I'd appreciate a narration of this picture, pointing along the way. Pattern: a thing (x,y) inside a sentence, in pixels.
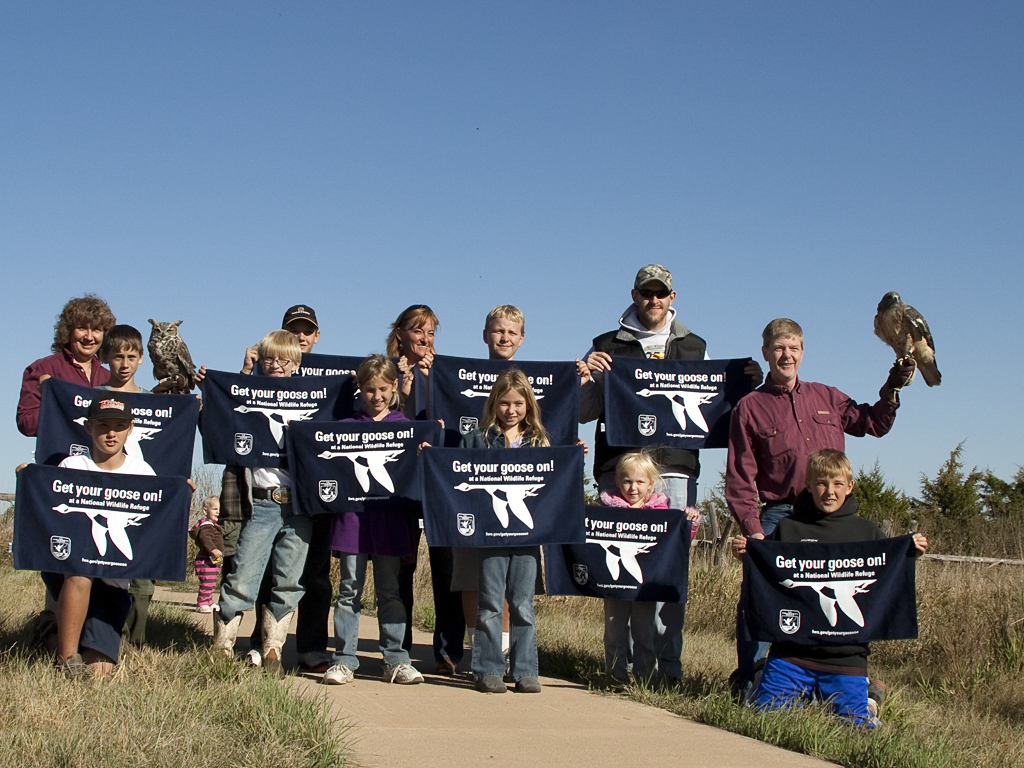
In the image we can see there are many children's (391,385) standing, they are wearing clothes (67,464) and shoes (456,672). They are holding a cloth (581,550) in their hand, on the cloth (890,580) there is a text (480,472). This is a path (435,724), grass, bird (917,324), trees (957,495) and a pale blue sky (407,99).
